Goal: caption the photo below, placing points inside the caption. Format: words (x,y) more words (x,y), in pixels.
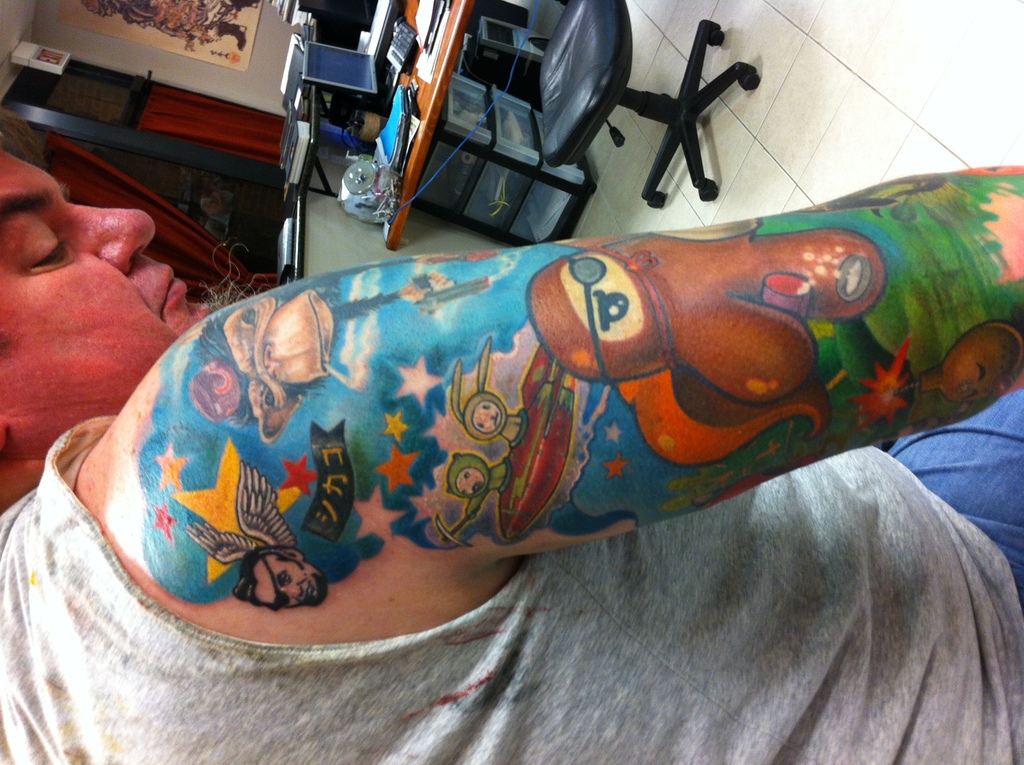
In this image we can see a person (237,632) wearing gray color T-shirt (473,623) is having a tattoo (422,362) on his hand (549,358). In the background (577,115), we can see the chair (552,88) on the floor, the table (448,44) upon which we can see a laptop (359,71), files (390,166), book (301,156) and a few more things (309,1) kept. Here we can see the curtains (255,146), glass (201,183), windows (153,182), exit board (43,60) and the poster/photo frame (241,58) on the wall (271,34).
